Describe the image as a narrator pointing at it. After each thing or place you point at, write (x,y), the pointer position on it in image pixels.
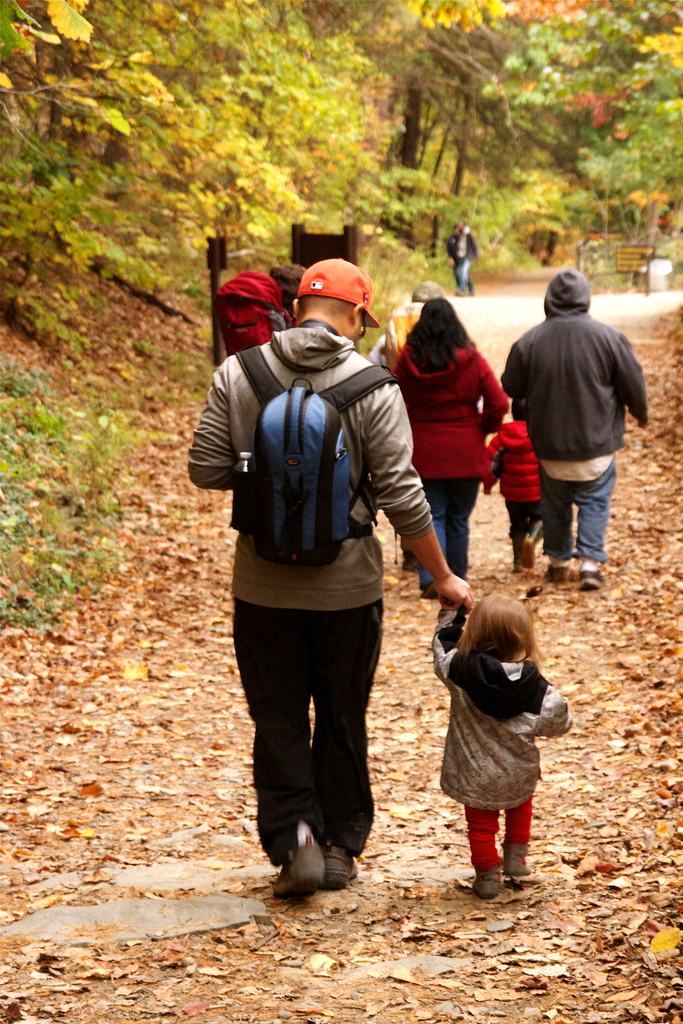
In the picture we can see some group of persons (330,780) walking on road (186,462) and in the background of the picture (607,214) there are some trees (356,178).
